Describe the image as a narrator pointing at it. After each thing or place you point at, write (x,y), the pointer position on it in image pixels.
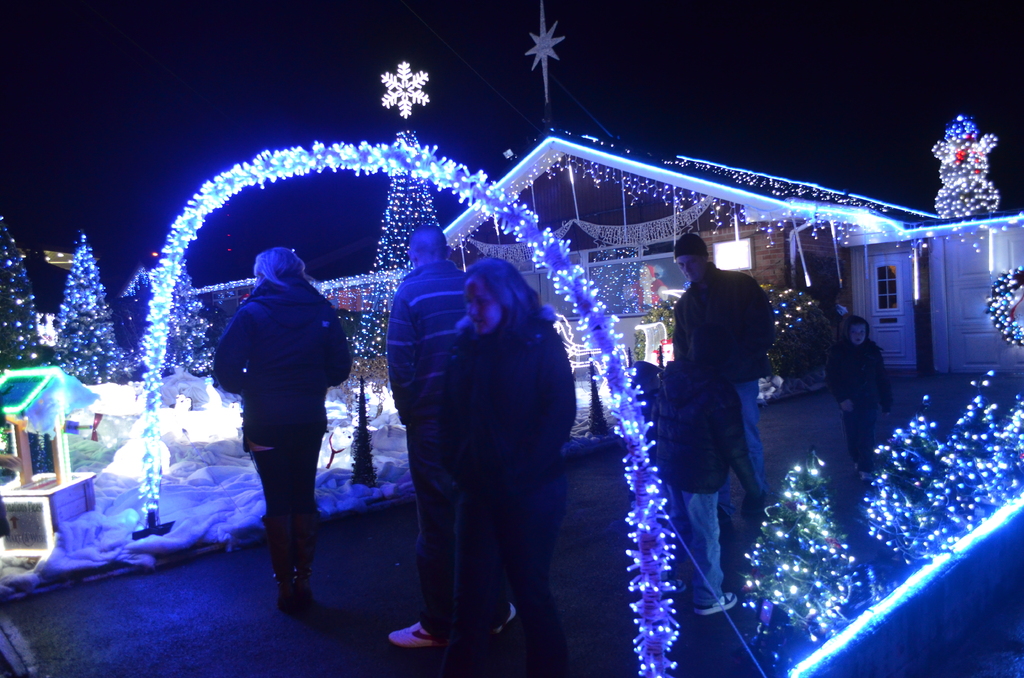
In the middle of the image (399,349) there is a path (268,584) with people (847,333) are standing. To the right bottom corner of the image (756,611) there are plants (883,517) with lightings (1007,456). And in the middle (574,280) there is an arch (647,630) with decorative lights (659,604). In the background (77,323) there are few trees (109,351) with decorative light (86,312) and also there is a building roof (575,142) with lights (622,235), walls (636,211), doors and windows (609,284) with lights (642,232). To the right top corner of the image (965,188) on the roof (994,218) there are lights (973,201) on the snow man (953,175).
